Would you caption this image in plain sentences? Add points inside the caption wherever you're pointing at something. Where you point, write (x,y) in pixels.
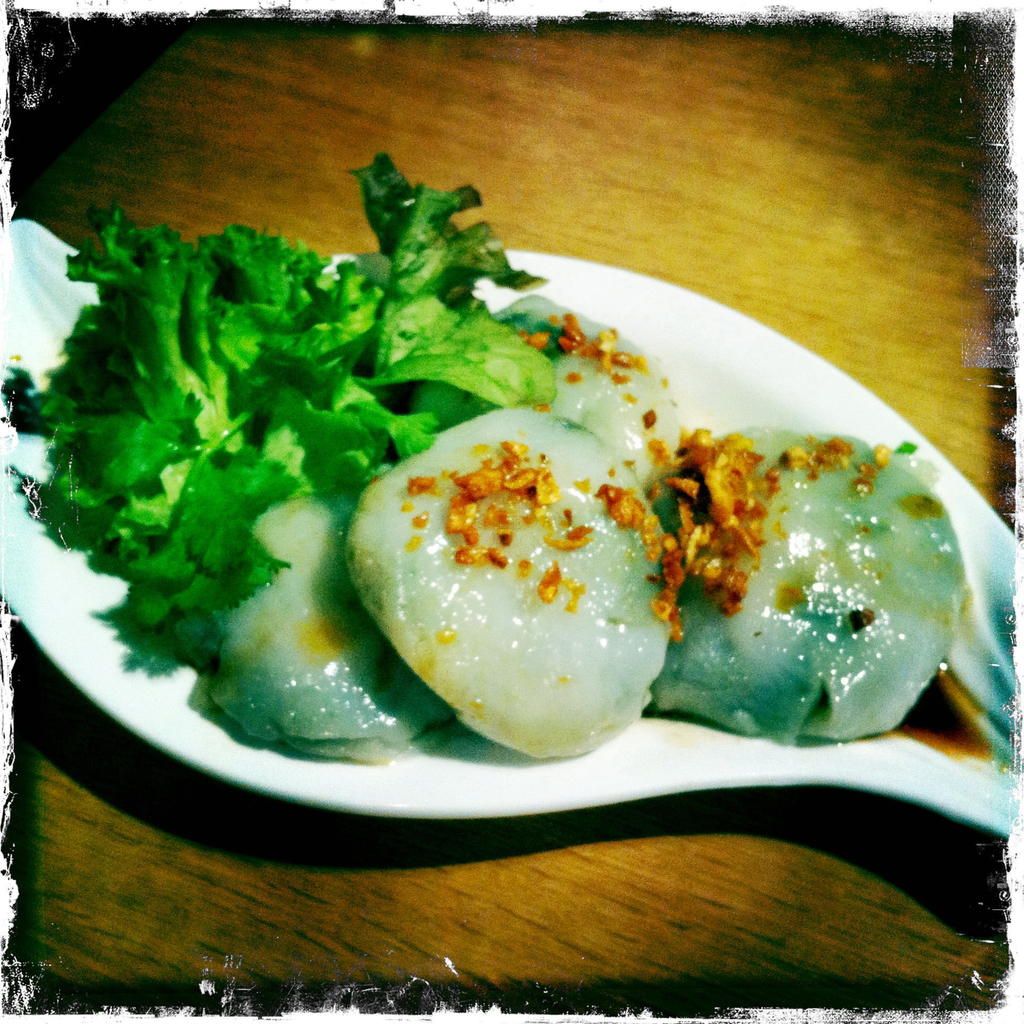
In this picture I can observe some food (496,621) placed in the white color plate (21,349). There are a leafy vegetables (164,454) in the plate (28,339). This plate (20,310) is placed on the brown color table (282,882).
